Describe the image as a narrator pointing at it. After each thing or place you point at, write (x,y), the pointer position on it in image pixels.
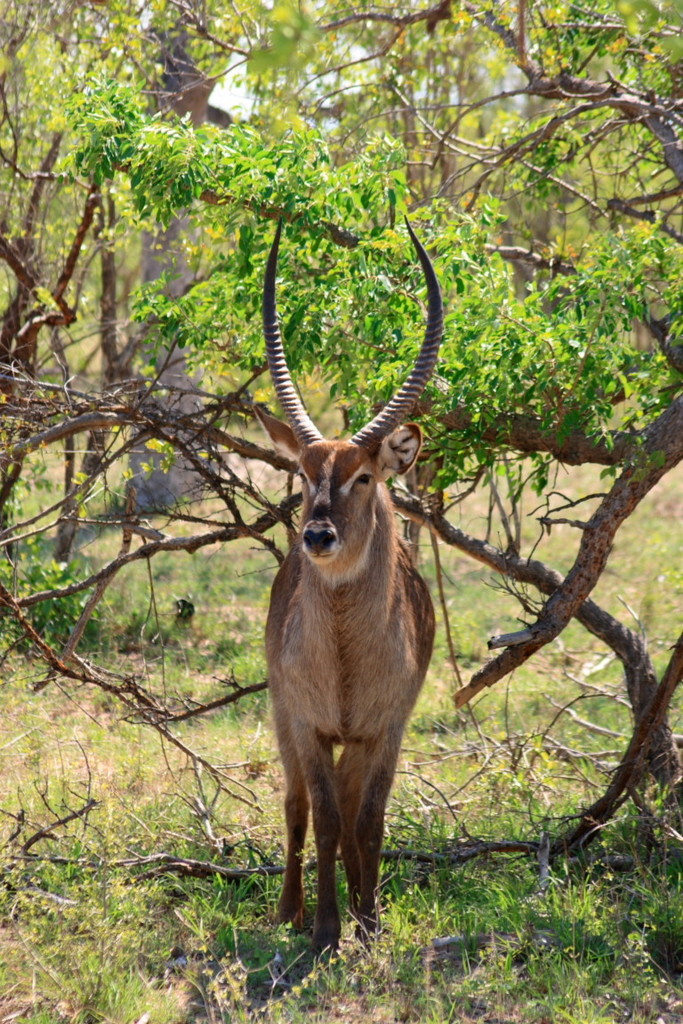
In the center of the image (347,500) we can see an animal (344,582). At the bottom (256,958) there is grass (514,933). In the background (495,284) there are trees (378,169).
